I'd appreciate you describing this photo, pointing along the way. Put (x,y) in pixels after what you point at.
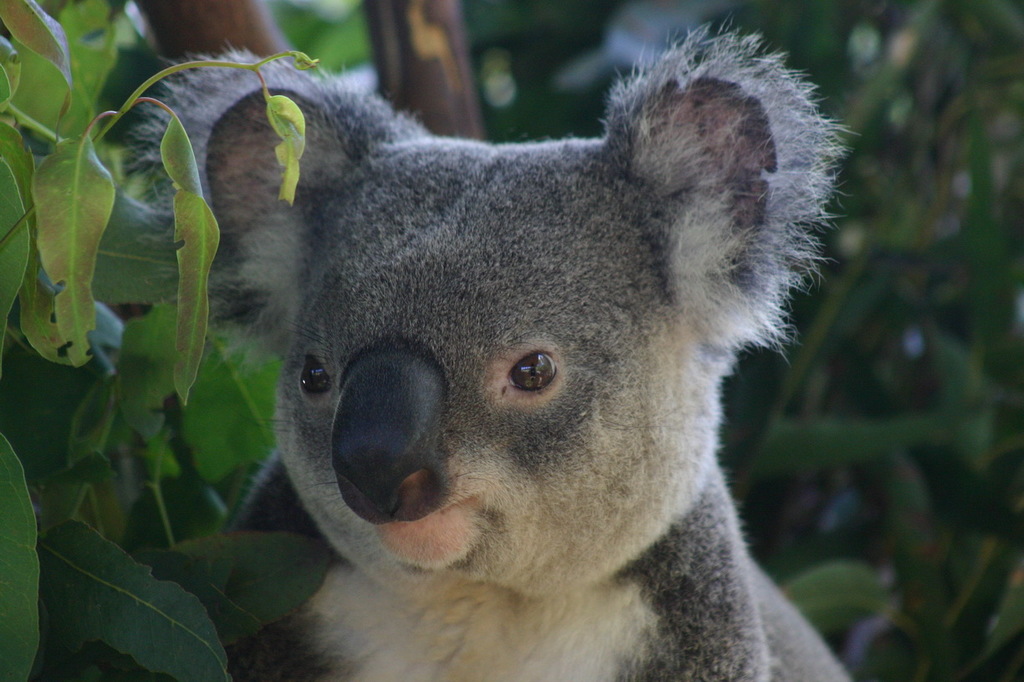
In the center of the image (351,341) there is a animal (394,555). In the background of the image (220,389) there are trees (69,594).
